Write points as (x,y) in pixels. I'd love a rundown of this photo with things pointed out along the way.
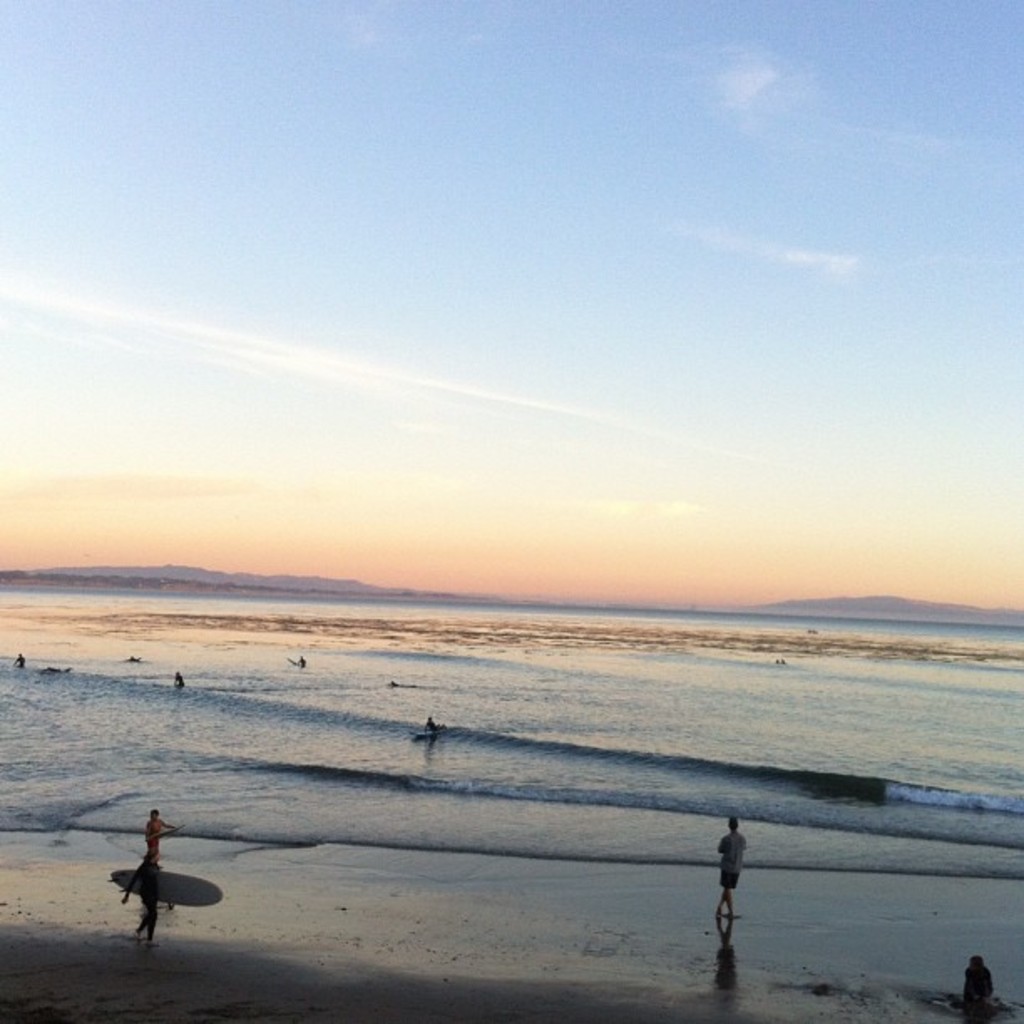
In this picture we can see the view of the seaside (416,753). In front (733,826) there a boy (735,853) standing and someone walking on sea sand (735,899) holding surfing board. Behind we can see water waves (643,641) and some mountains (922,612).
